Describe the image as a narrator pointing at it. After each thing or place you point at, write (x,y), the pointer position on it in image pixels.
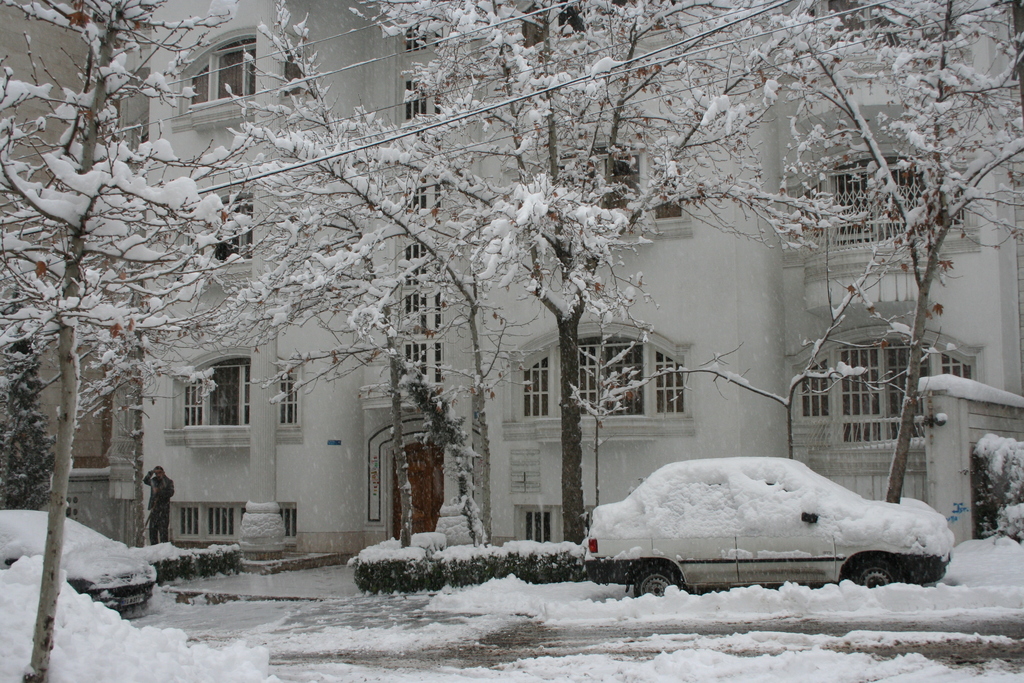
In this picture I can observe some snow (723,597) on the land (604,620). there is a car (769,526) on the right side (778,558). In this picture I can observe some trees (490,236). In the background (256,401) there is a building (318,334) which is in white color.
